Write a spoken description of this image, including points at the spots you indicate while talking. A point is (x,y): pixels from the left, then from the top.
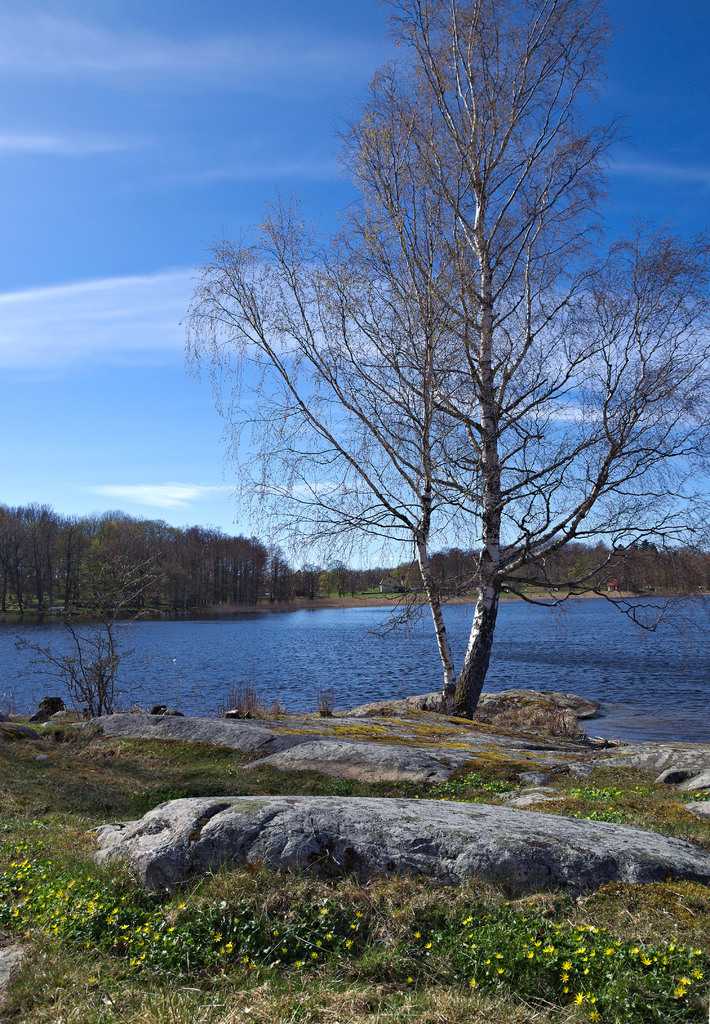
In this picture there is a tree (427,535) on the right side of the image (500,605) and there is water (583,625) in the center of the image (330,629), there are rocks (345,799) and grass land (636,930) at the bottom side of the image (511,888).
